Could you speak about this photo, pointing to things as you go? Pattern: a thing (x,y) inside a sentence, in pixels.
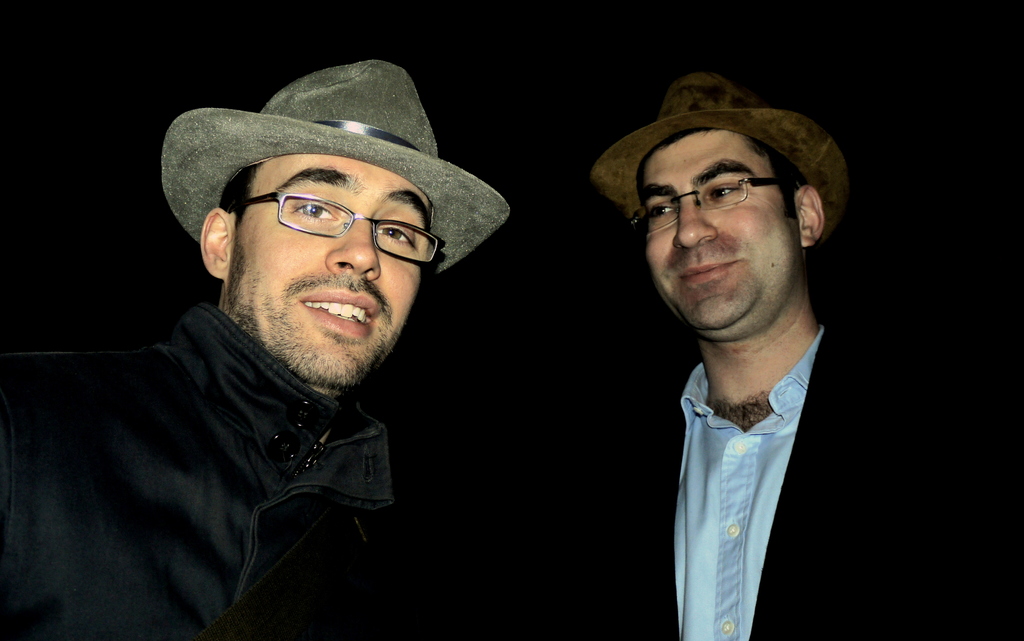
In this picture I can see couple of men (761,281), they are wearing hats (362,147) and spectacles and I can see dark background (544,52).
